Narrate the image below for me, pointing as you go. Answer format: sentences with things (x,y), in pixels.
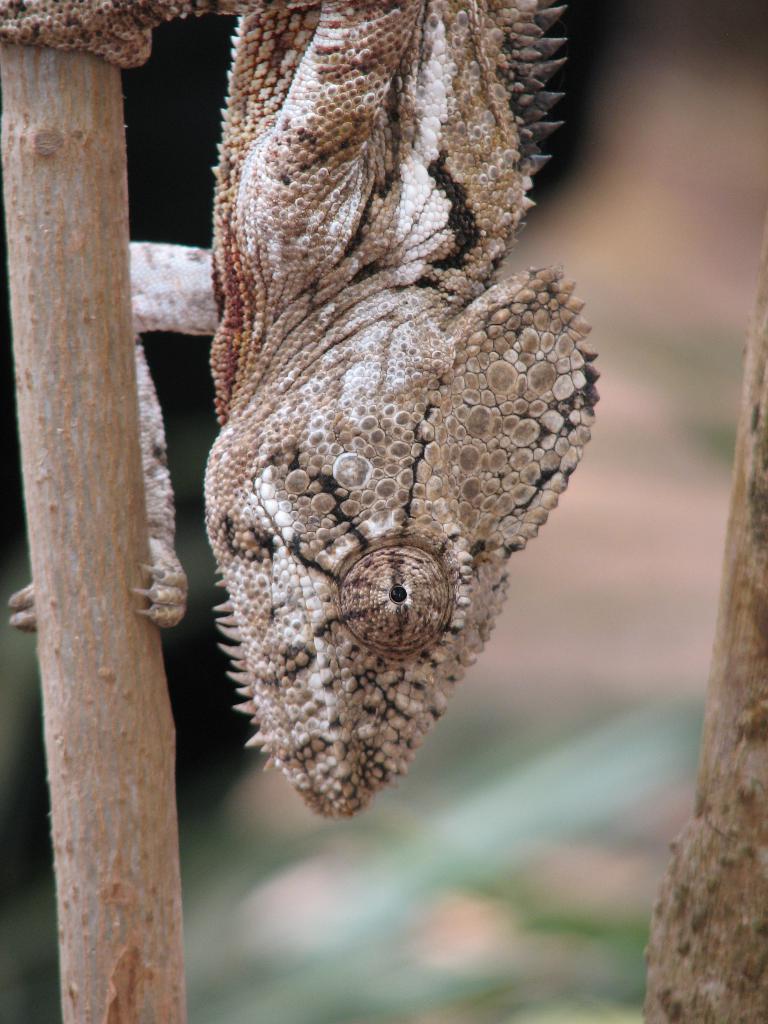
In this picture I can see a reptile (227,459) on the stem (45,138), and there is blur background (706,164).
